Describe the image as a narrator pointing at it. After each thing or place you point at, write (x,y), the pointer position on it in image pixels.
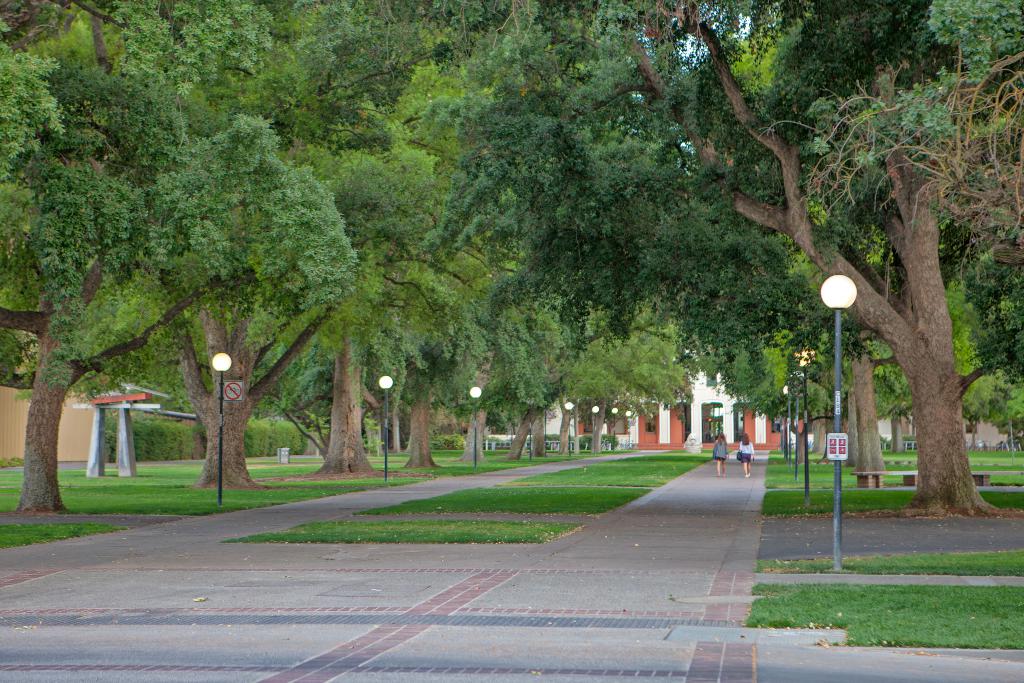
Here we can see light poles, sign-boards (240,386), trees (382,346) and grass (956,568). Far there is a building (701,412) and people (723,450).
